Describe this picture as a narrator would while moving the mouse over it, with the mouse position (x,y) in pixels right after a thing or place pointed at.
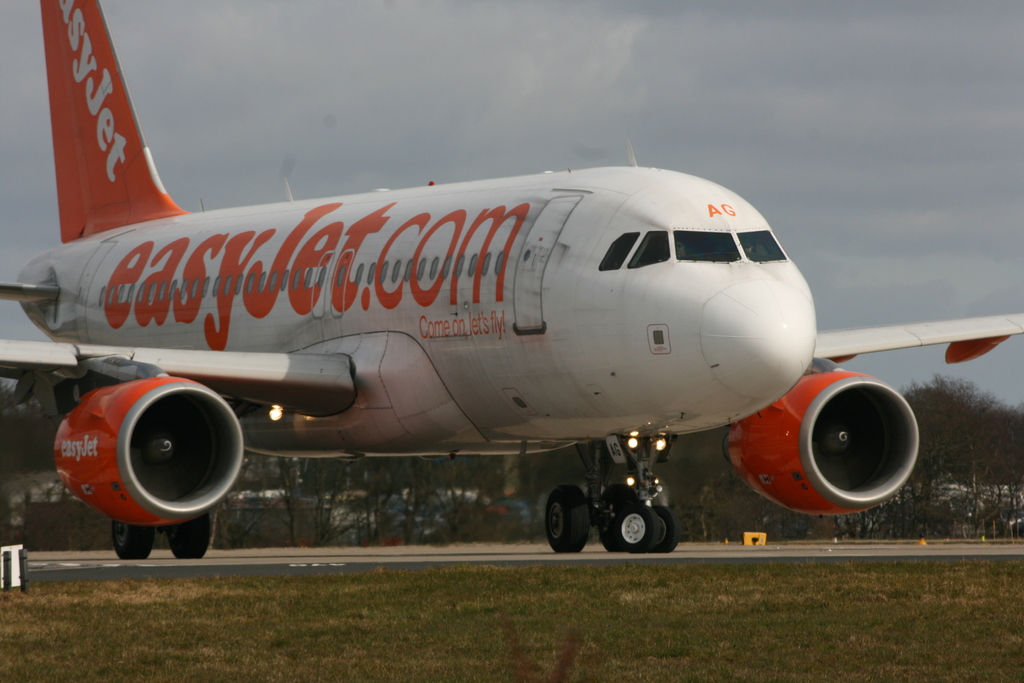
In this image, I can see an airplane (567,367) on the runway (520,545). In the background (437,466), there are trees (925,436) and the sky (488,91). At the bottom of the image (465,613), I can see the grass (536,612).
